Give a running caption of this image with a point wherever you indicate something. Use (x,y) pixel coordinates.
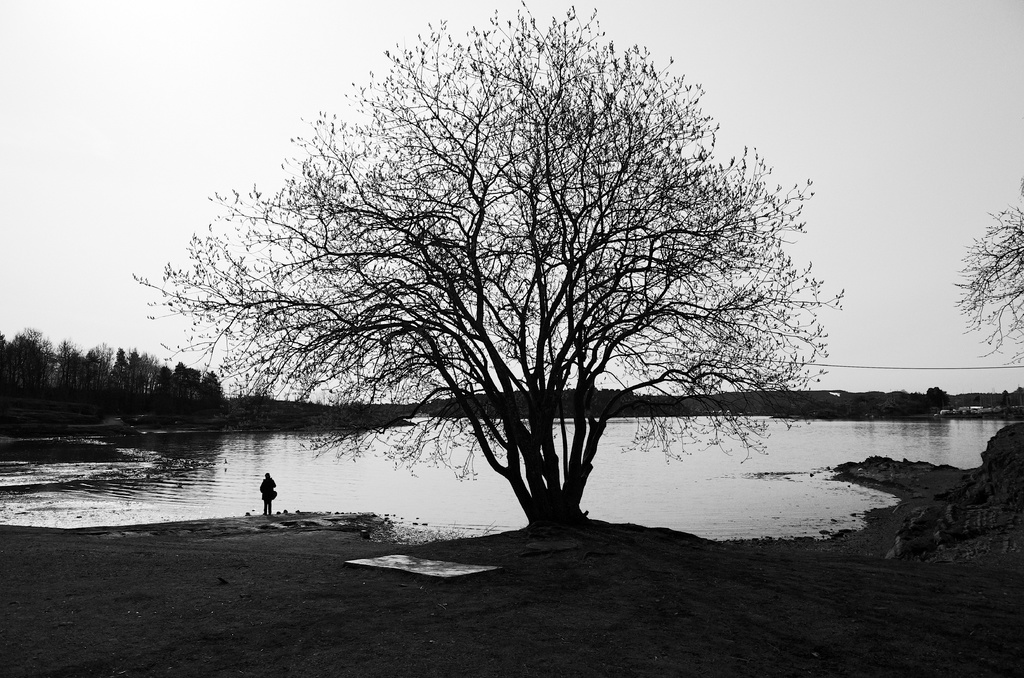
In this image we can see a person (266,505) standing on the ground (503,586), there are few trees (527,399), water (881,426) and the sky (309,288) in the background (850,282).
